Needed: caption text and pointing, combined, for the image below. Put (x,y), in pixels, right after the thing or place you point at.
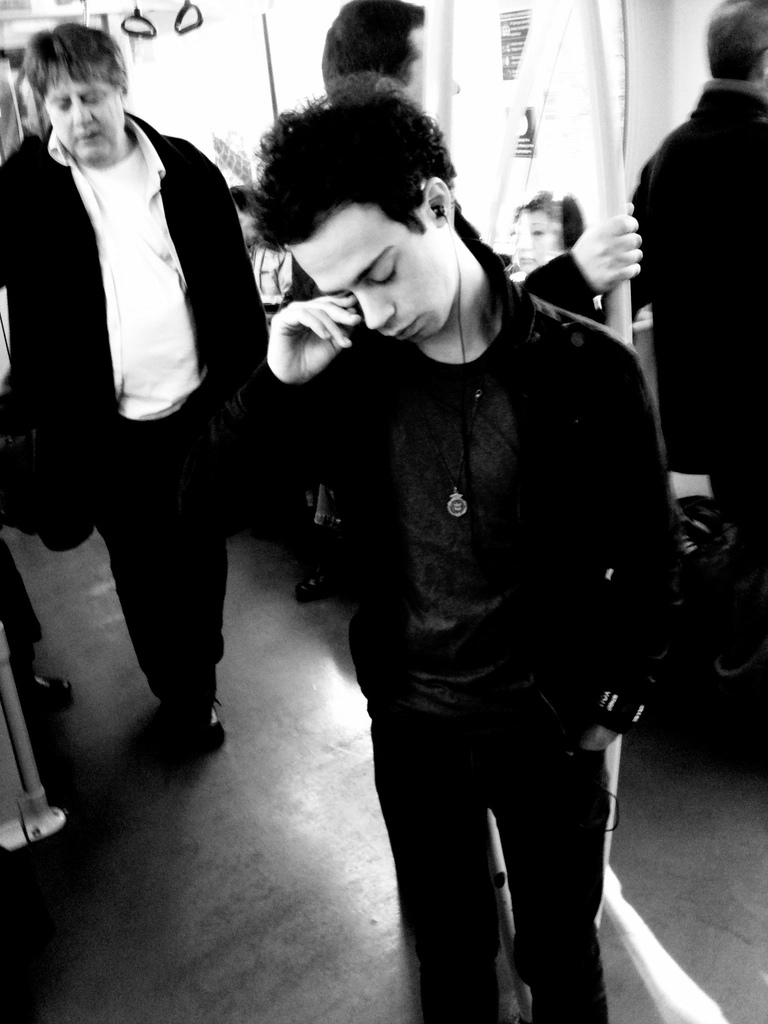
In this image we can see group of persons (412,286) are standing in a bus (161,37), and some are sitting, there it is in black and white.
